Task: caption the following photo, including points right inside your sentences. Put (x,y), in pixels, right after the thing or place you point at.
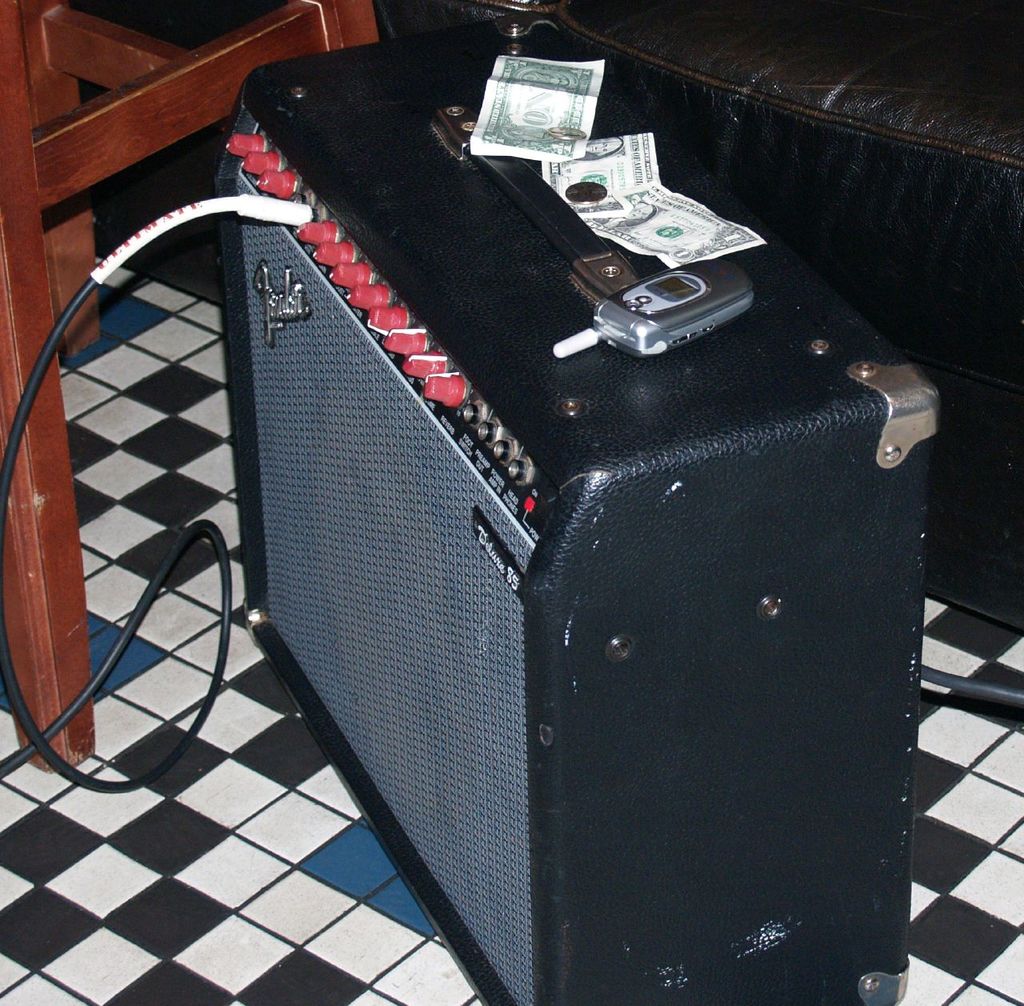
In this image there is a speaker (575,515) and a cable (248,201) connected to the speaker (275,287), on the speaker (580,366) there is a mobile phone (628,350) and some money notes (520,142), there is a chair (18,157) and a couch (829,125).
